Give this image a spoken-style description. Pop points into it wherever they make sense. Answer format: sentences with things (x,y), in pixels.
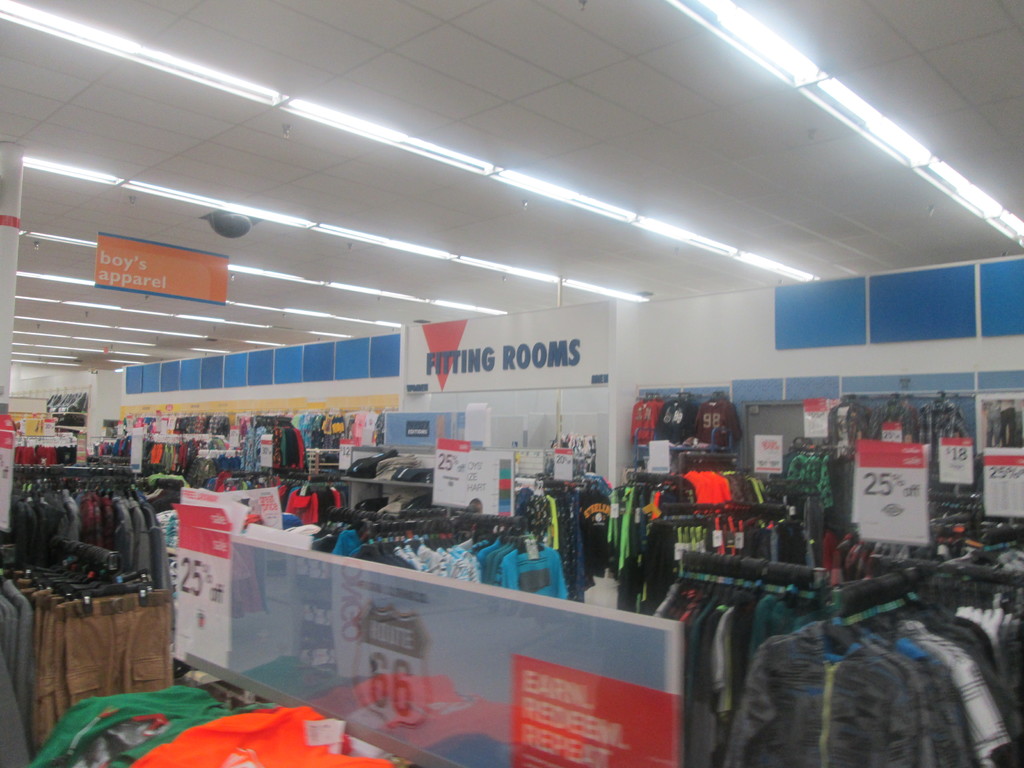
In this image we can see a group of clothes (474,557) with hangers (90,484). In the middle (437,461) we can see the boards (429,594) with text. Behind the clothes (337,509) we can see a wall (634,342) with text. At the top (407,232) we can see a roof (366,268), lights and a board (189,292) with text (131,276).
